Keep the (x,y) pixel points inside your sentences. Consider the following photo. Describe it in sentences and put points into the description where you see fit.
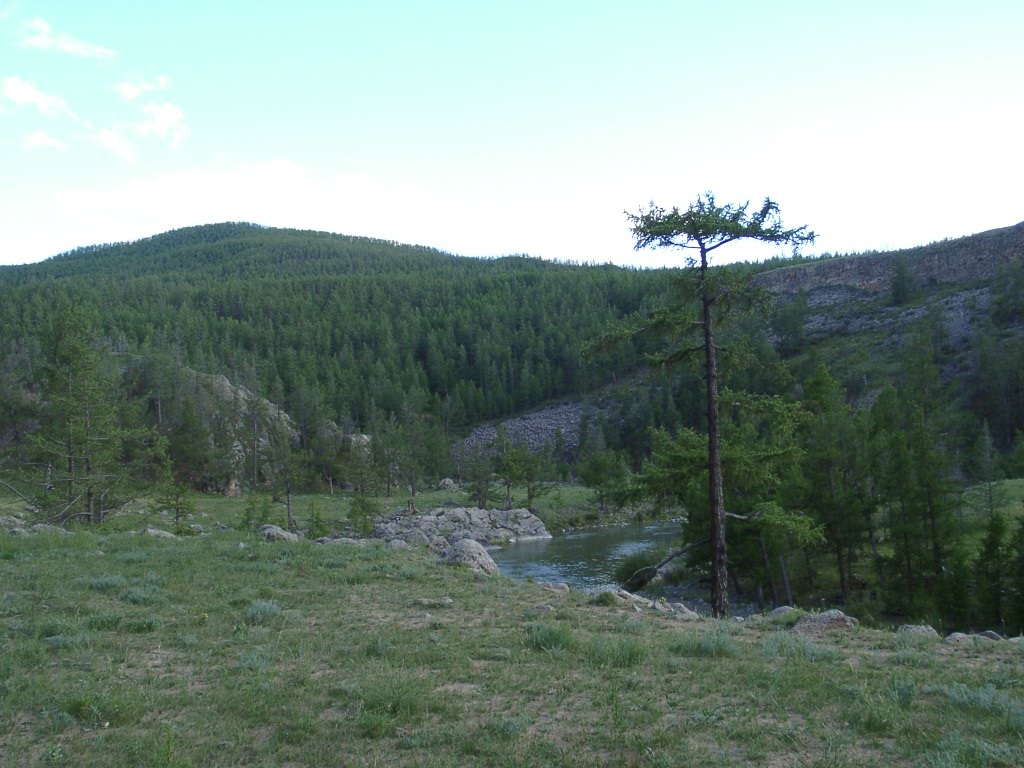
In the image I can see the grass (367,614), the water (591,541) and trees (410,465). In the background (404,119) I can see the sky (379,106).
